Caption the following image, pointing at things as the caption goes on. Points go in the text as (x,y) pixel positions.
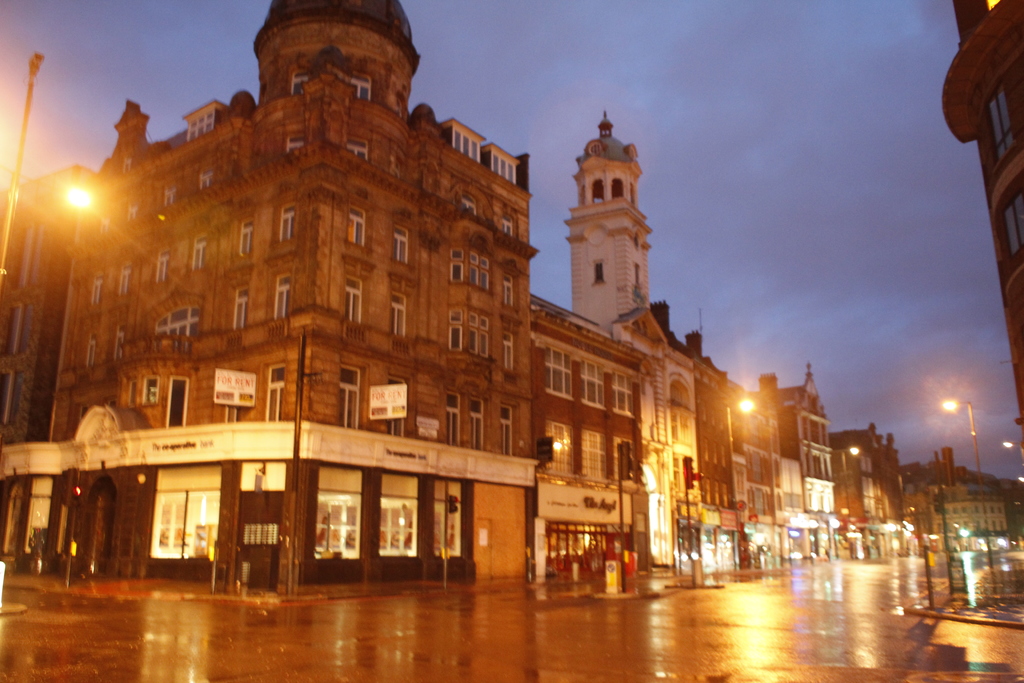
At the center of the image (524,392) there are buildings (639,503), in front of the building (231,513) there is a road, banners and few street lights (8,230). On the right side of the image (962,92) there is a building (1006,160). In the background (808,190) there is the sky (771,200).
